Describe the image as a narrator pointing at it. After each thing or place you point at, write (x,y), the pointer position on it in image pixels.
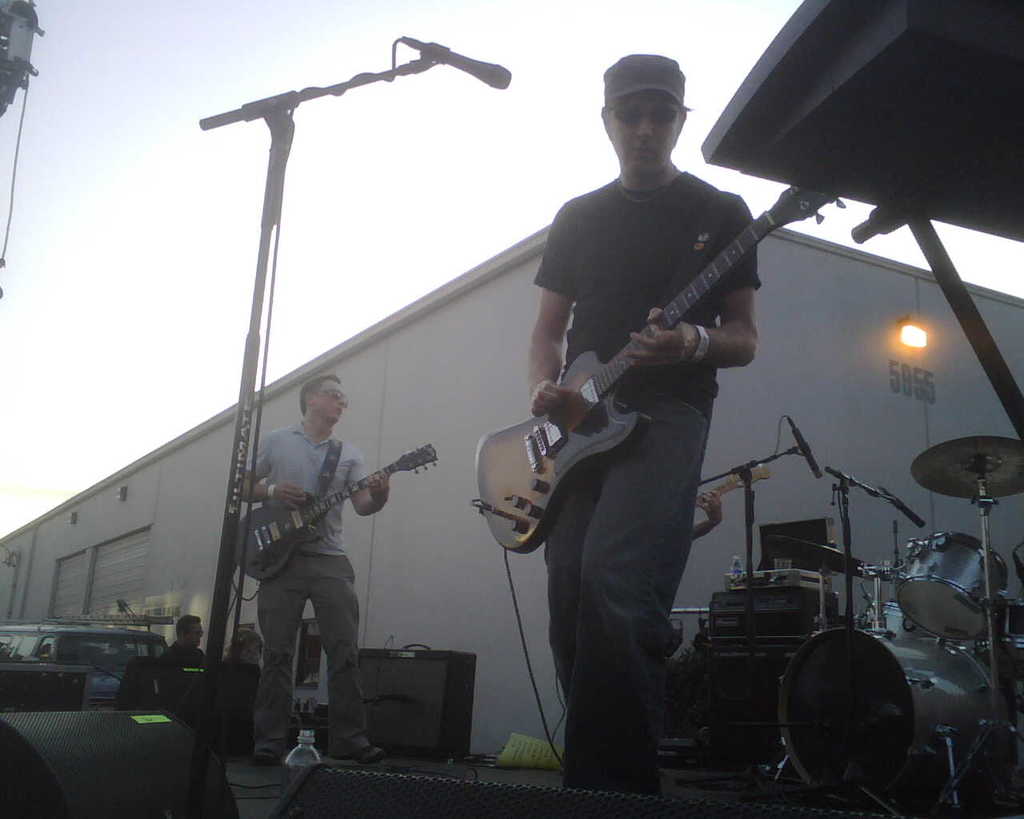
In this Picture we can see a man (638,466) is playing guitar (558,482) and a band (932,767) on the stage (533,774). Beside him another man (323,409) is also playing guitar (308,537) and wearing light blue shirt (332,543) and grey pant (338,588), behind him there a warehouse (398,445) with yellow light (924,348) on it.
